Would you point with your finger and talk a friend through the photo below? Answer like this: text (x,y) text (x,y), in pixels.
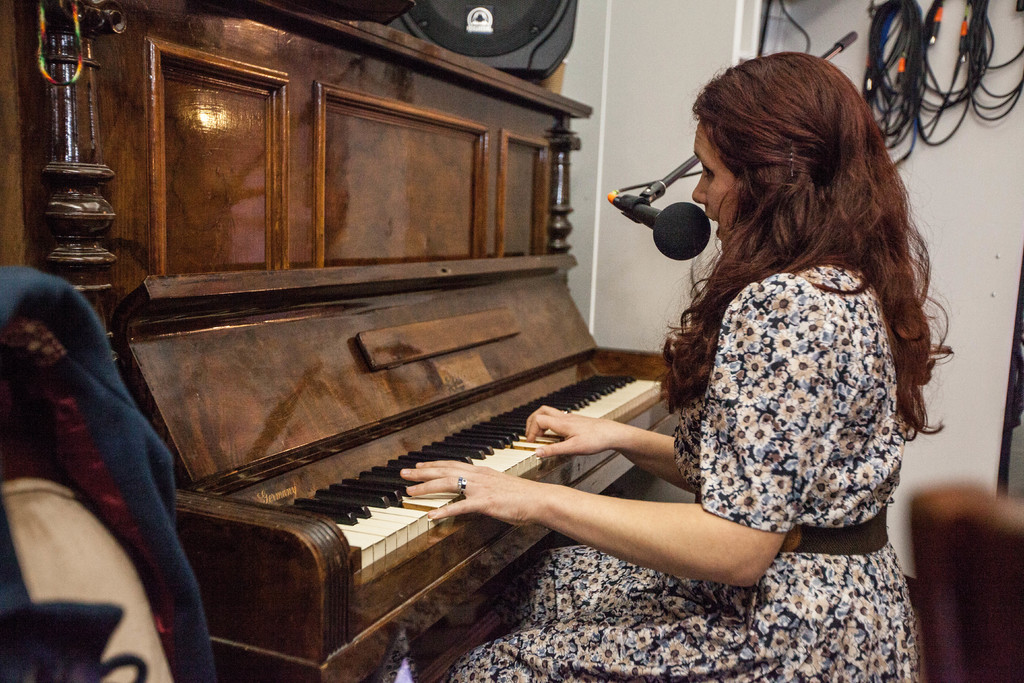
In a room (979,454) there is a woman (900,228) sitting and playing piano (442,501) and behind her there is wall (929,95) and wires (889,18) hanging on that. On the other side there is a cloth (69,394) hanging on the chairs (129,589).
